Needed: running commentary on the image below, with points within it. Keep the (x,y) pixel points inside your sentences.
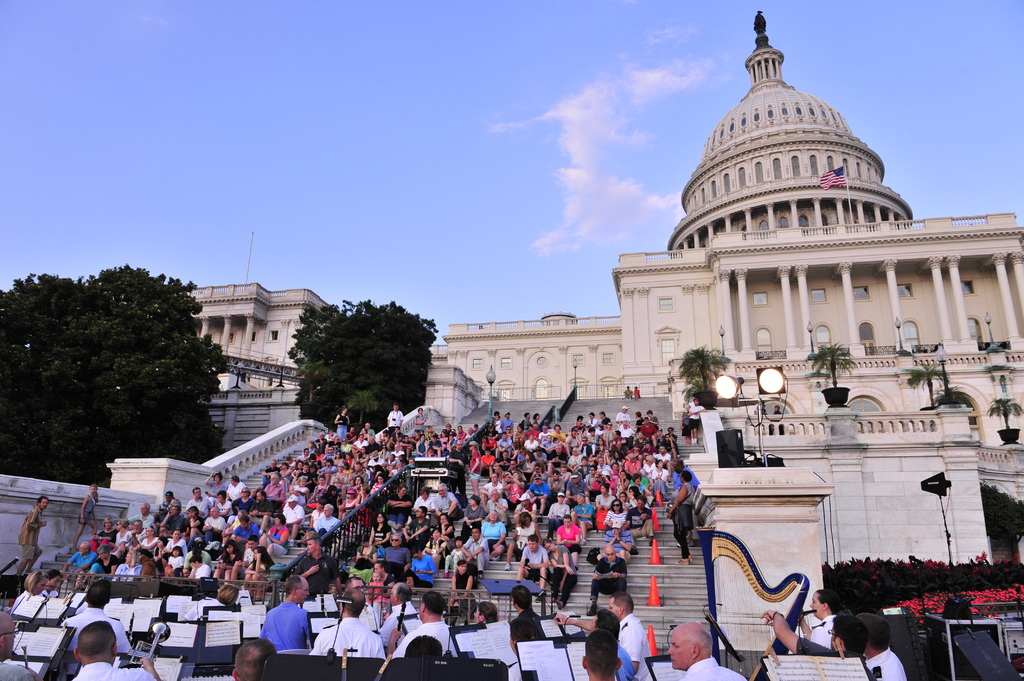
Here in this picture we can see the capitol building (731,259) present and in front of it, on the steps (608,412) we can see number of people (623,475) sitting and in the middle of it we can see railing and lamp posts (749,405) present and in the front (398,636) we can see number of people (347,644) standing and playing musical instruments (152,655) with musical notes (176,630) present in front of them and we can also see speakers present and we can also see other lamp posts (759,413) and plants (827,375) and trees (358,392) and bushes (944,584) present and we can see clouds (570,221) in the sky (557,211) and on the building (830,194) we can see a flag post (833,178) present.
